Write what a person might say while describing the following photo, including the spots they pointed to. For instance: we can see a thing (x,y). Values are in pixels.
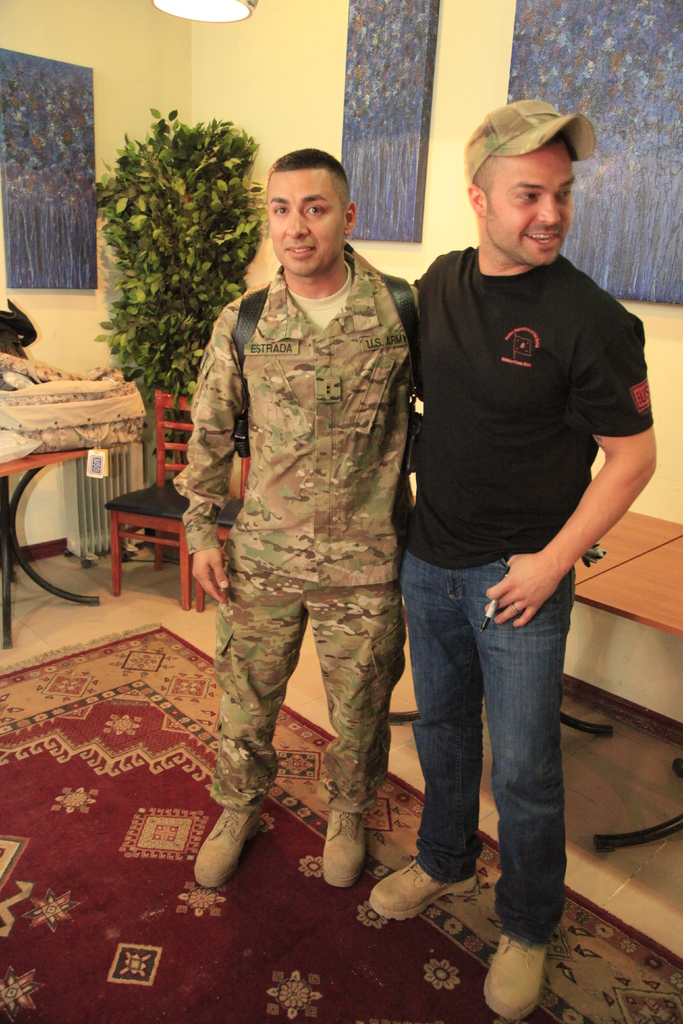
In this image, there are two persons (399,460) wearing colorful clothes (365,742) and footwear (499,962). There is a table (665,536) behind these persons (427,486). There is a chair (131,502) and plant (174,228) behind this person (295,309). There is a lamp (195,10) at the top (206,2). There is a carpet (99,789) on the ground (155,771). This person (566,272) is wearing a cap (527,112) on his head (530,241) and holding a pen (486,624) in his hands (524,594).
